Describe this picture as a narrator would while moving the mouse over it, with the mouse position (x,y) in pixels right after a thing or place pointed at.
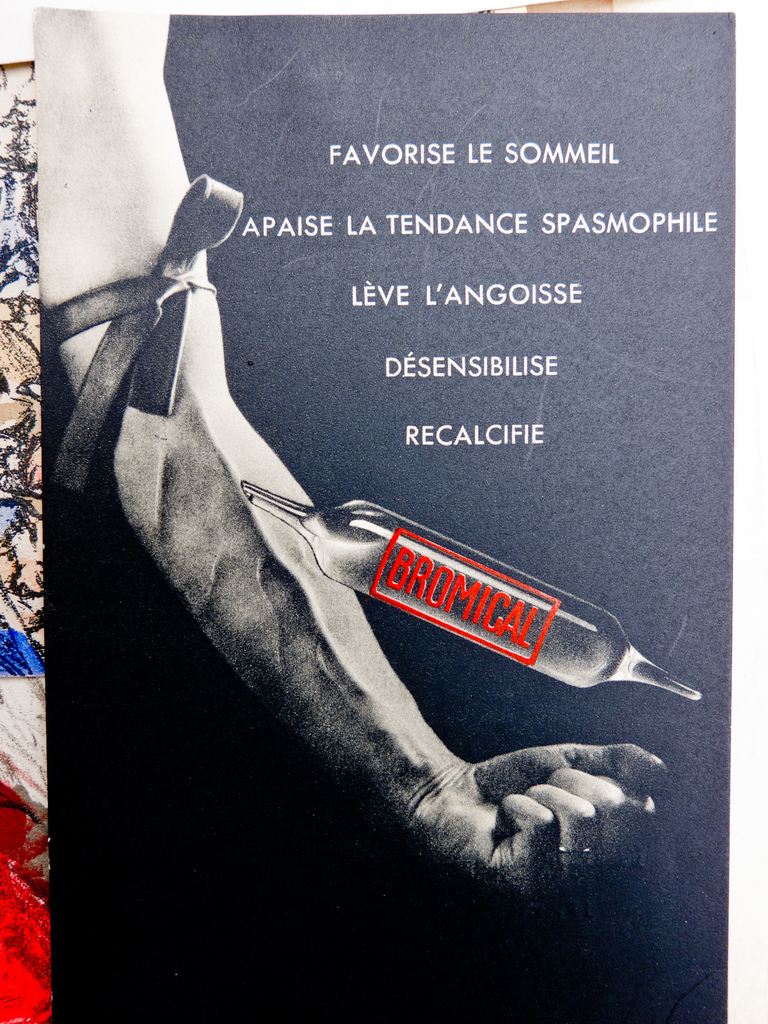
This looks like a poster (284,896). I can see a person's hand (116,112) with a ribbon (148,309). These are the letters (537,157) on the poster (647,469).
